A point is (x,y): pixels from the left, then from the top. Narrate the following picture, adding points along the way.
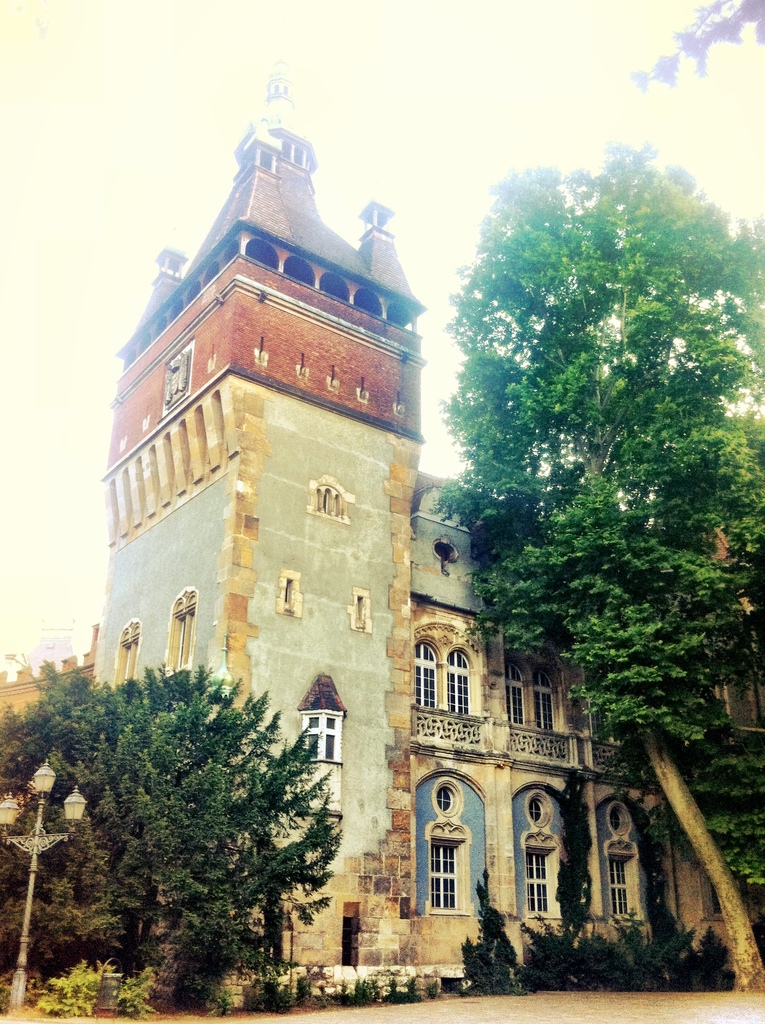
In the picture we can see a small tree (189,829) and beside it, we can see a pole (45,845) with a lamp (53,785) and behind it, we can see the building (345,954) with windows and beside it we can see another tree (518,605) and in the background (357,111) we can see the sky (36,553).
